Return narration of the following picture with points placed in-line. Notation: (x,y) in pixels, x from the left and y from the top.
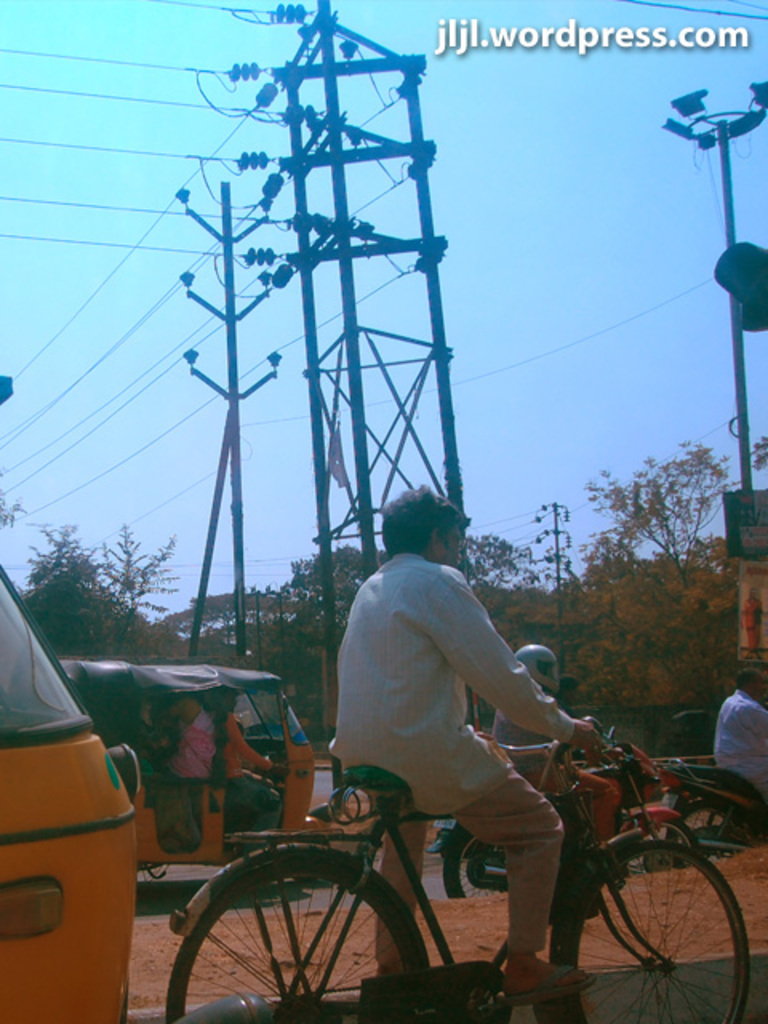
A vehicles (388,786) on road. This man (379,577) is riding a bicycle (597,874). This is a current pole (297,159) with cables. Far there are trees (345,584).
